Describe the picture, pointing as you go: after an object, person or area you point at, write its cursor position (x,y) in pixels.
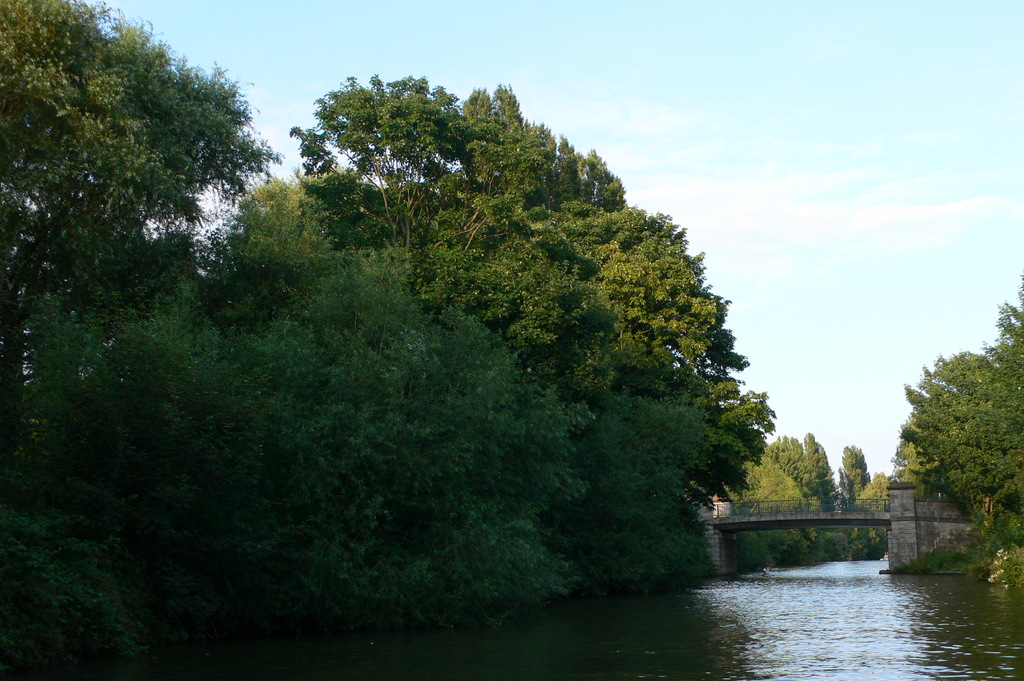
In this picture we can see water (832,614), trees (94,95) and a bridge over the water (846,614).
